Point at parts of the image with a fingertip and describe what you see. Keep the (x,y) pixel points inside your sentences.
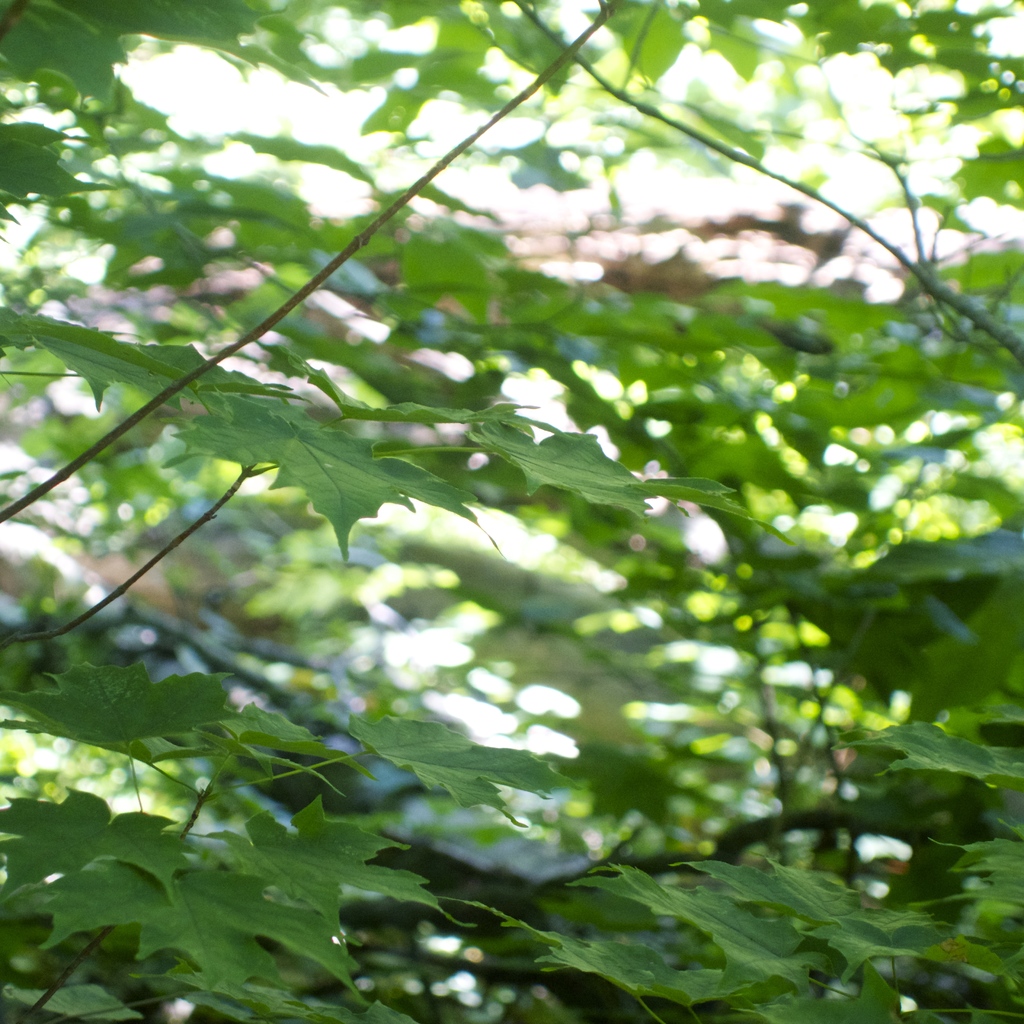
In this picture we can observe trees (560,909). There are green color leaves (179,882).
